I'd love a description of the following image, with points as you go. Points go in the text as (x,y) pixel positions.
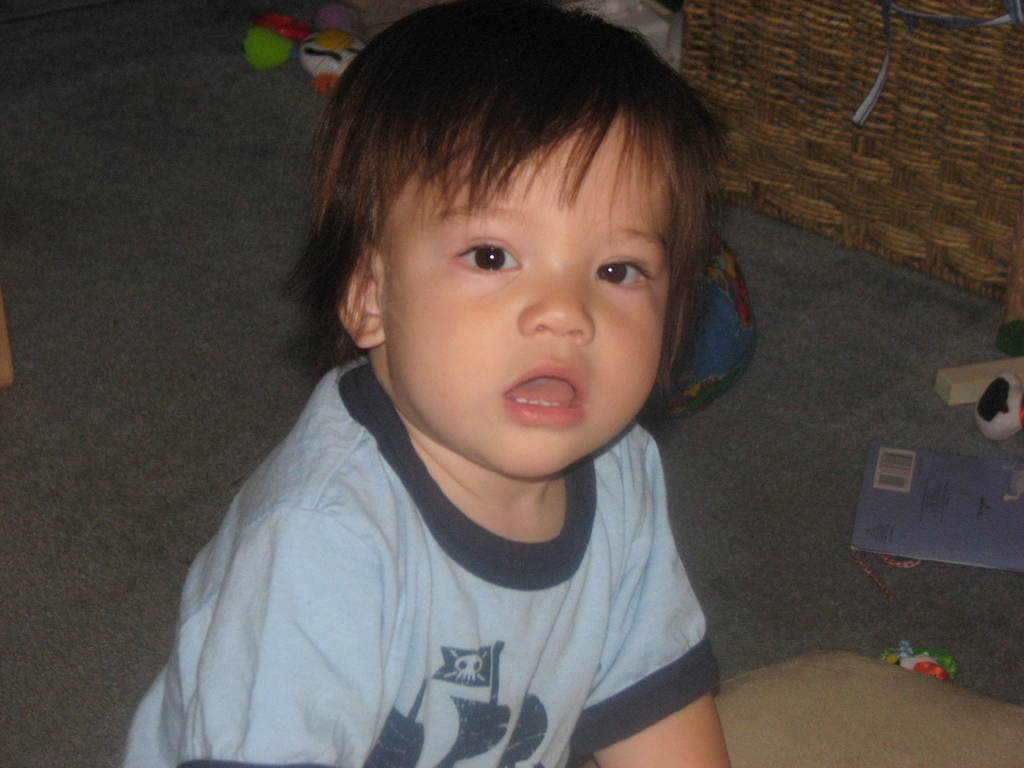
In the center of the picture (469,322) there is a kid (449,558). On the right (801,26) there are toys (705,324), book (905,495) and a basket (892,95). At the top (334,42) there are toys (321,51). On the left (2,354) there is an object (8,341) on the floor (91,349).
